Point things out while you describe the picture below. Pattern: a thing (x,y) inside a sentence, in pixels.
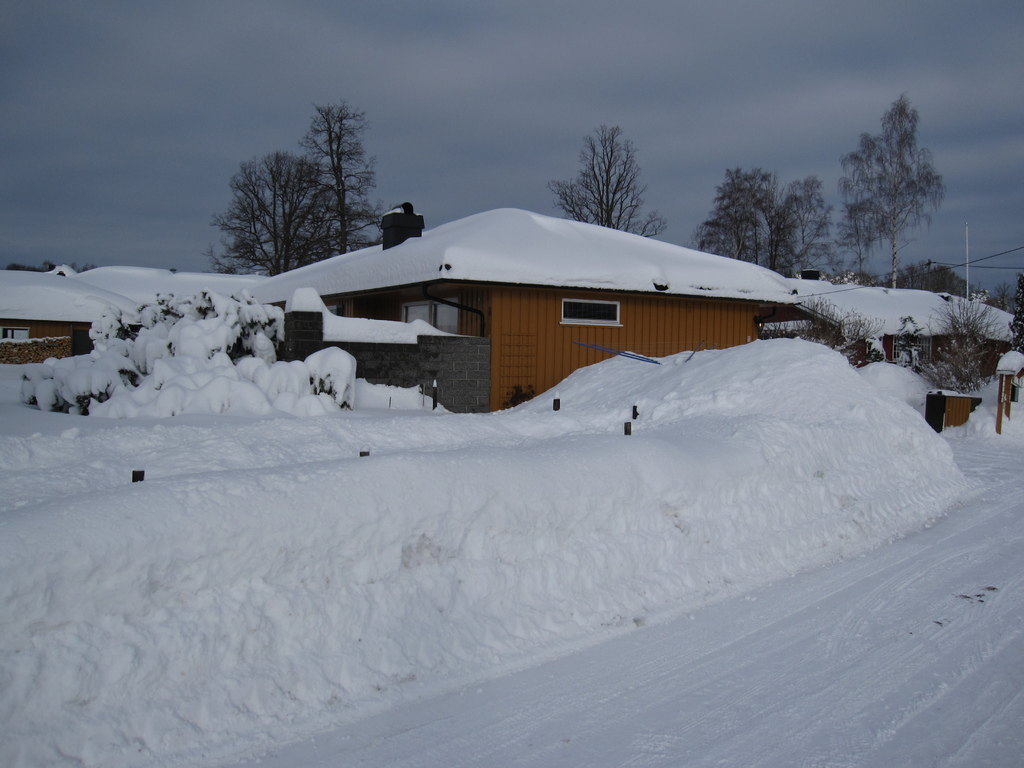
In the image we can see there is ground (574,567) covered with snow (574,567) and there are buildings (614,237). Behind there are trees (221,267) and there are houses (480,273) covered with snow (98,316). There is a cloudy sky (550,104).
